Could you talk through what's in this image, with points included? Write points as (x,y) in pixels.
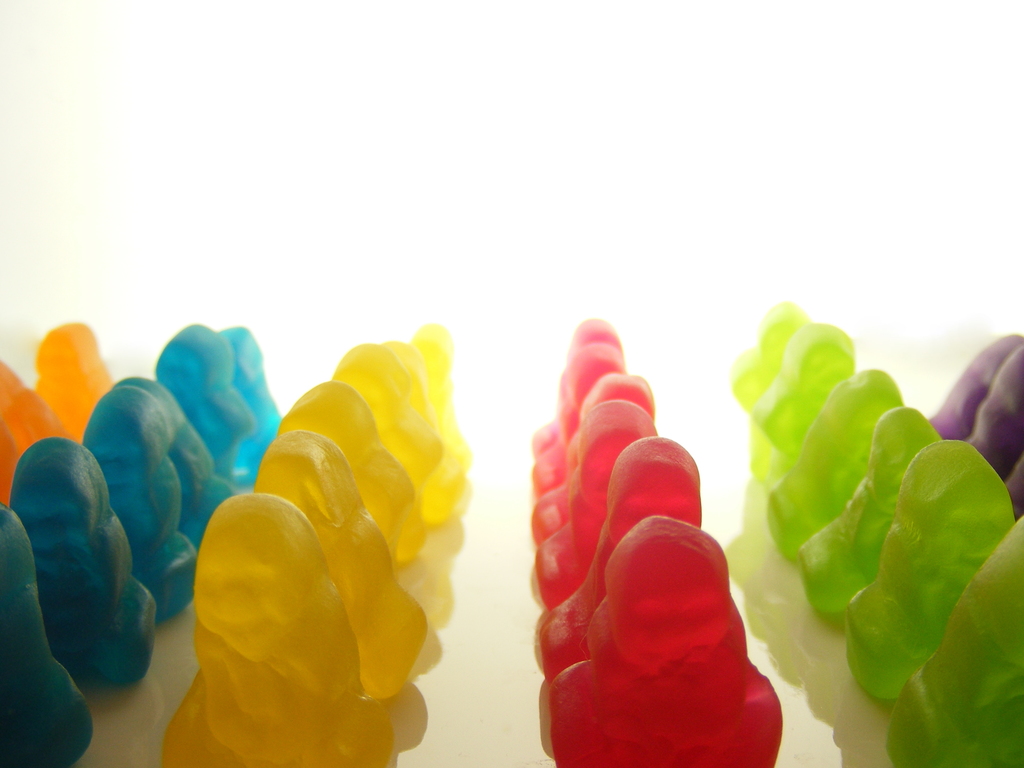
In this image it looks like a different color of jelly (893,447). And there is a white background (587,118).
